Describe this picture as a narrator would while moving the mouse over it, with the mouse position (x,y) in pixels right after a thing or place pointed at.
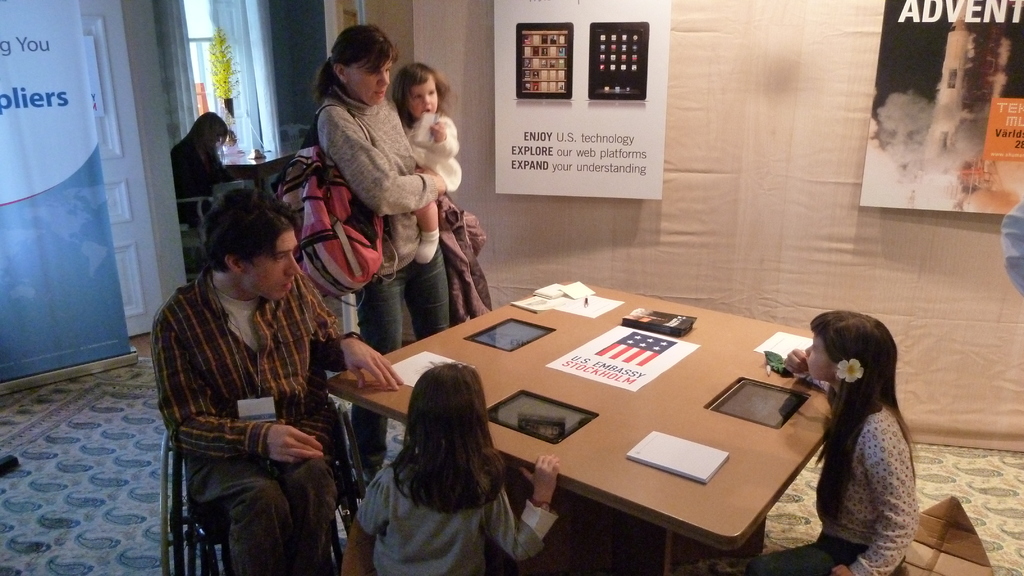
In this image I can see few people (362,307) are in front of the table (620,445) and one person (332,226) is wearing the bag (334,264). On the table (713,356) there are papers (670,440). In the back ground (209,141) a person (174,170) sitting on the chair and the boards (583,129) to the wall (738,194).
